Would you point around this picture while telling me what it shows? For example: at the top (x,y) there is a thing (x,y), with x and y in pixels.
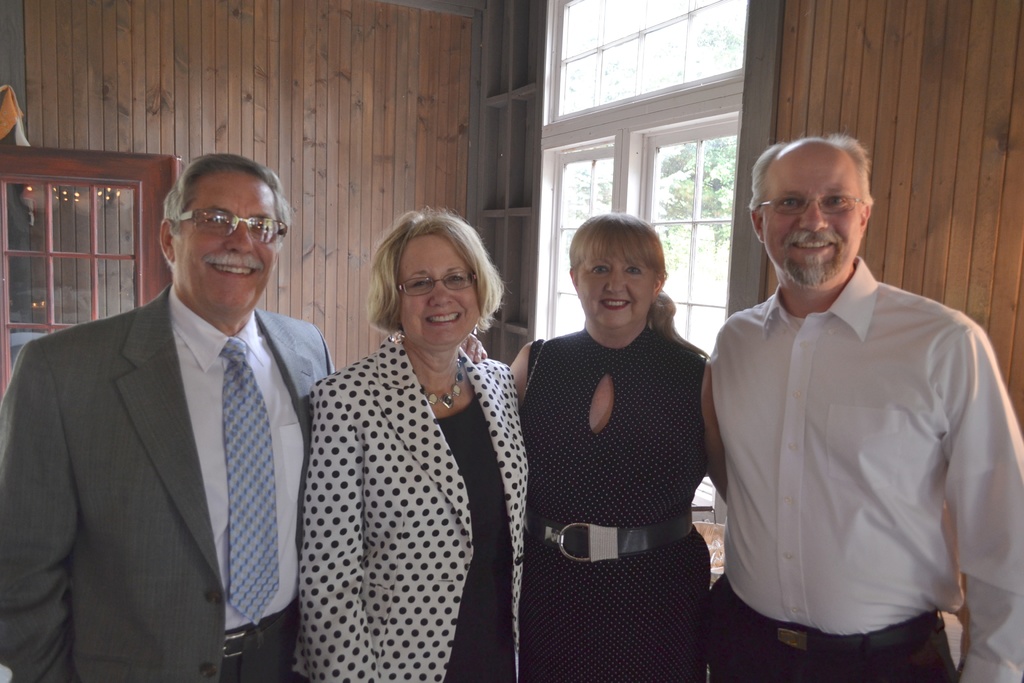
In this picture we can see group of people (458,326), they are all smiling, and few people (382,259) wore spectacles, in the background (89,271) we can see few windows (576,216) and trees (675,200).
